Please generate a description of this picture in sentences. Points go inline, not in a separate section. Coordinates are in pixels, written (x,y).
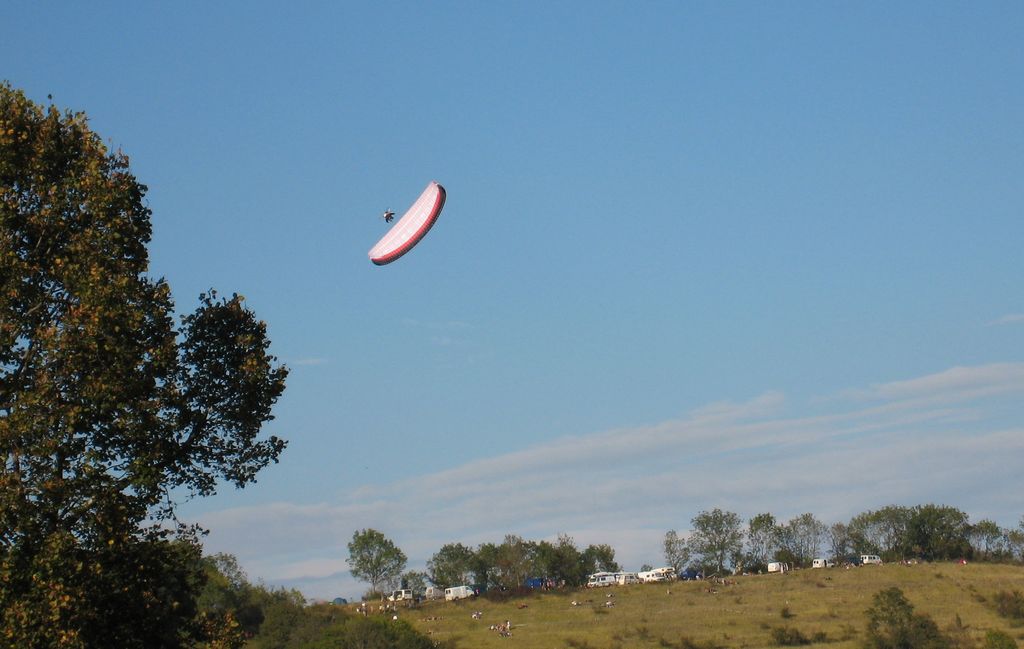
In this picture there are group of people (361,609) and there are vehicles (429,594) and trees (254,591). At the top (587,216) there is sky (592,462) and there are clouds (260,538) and there is a person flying with the parachute (398,223). At the bottom (715,616) there is grass (689,611).
